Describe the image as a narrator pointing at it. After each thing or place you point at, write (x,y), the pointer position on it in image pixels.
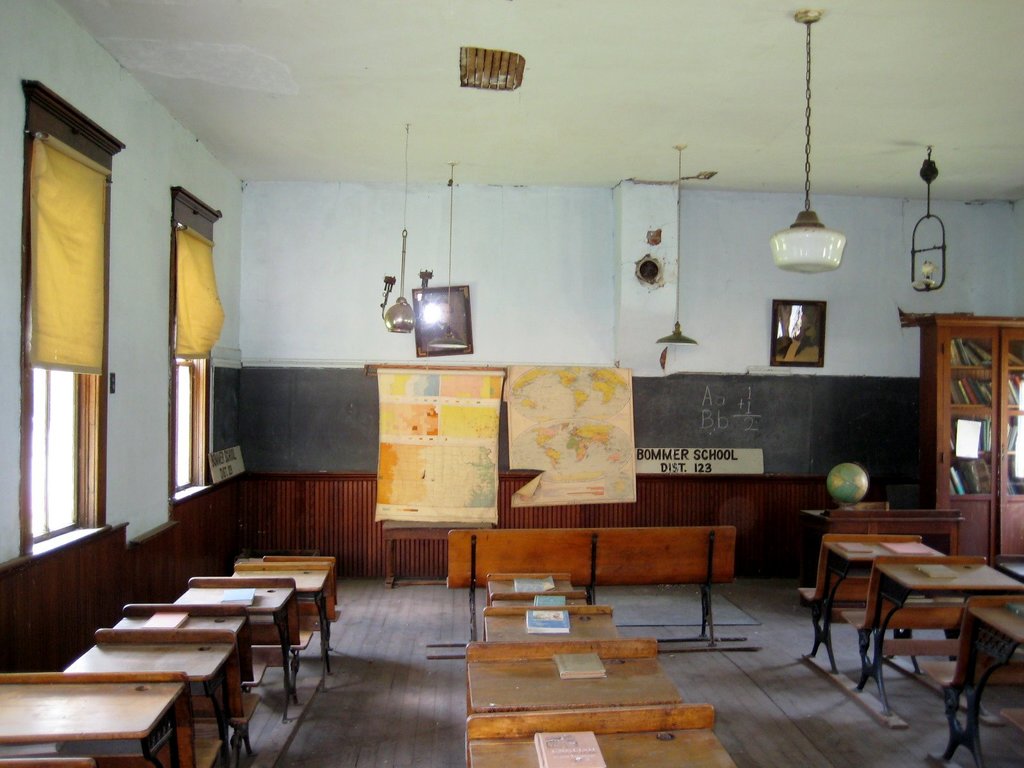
In this image we can see a inside view of a room (876,557) in which group of benches (124,681) are placed on the ground (1007,688). To the right side of the image (947,365) we can see a cupboard (1010,386) containing books (975,485) in it. To the left side (179,309) we can see group of windows (178,360). In the background (381,510) we can see map (596,457), photo frames (426,333) and different lights (943,227) and a globe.
